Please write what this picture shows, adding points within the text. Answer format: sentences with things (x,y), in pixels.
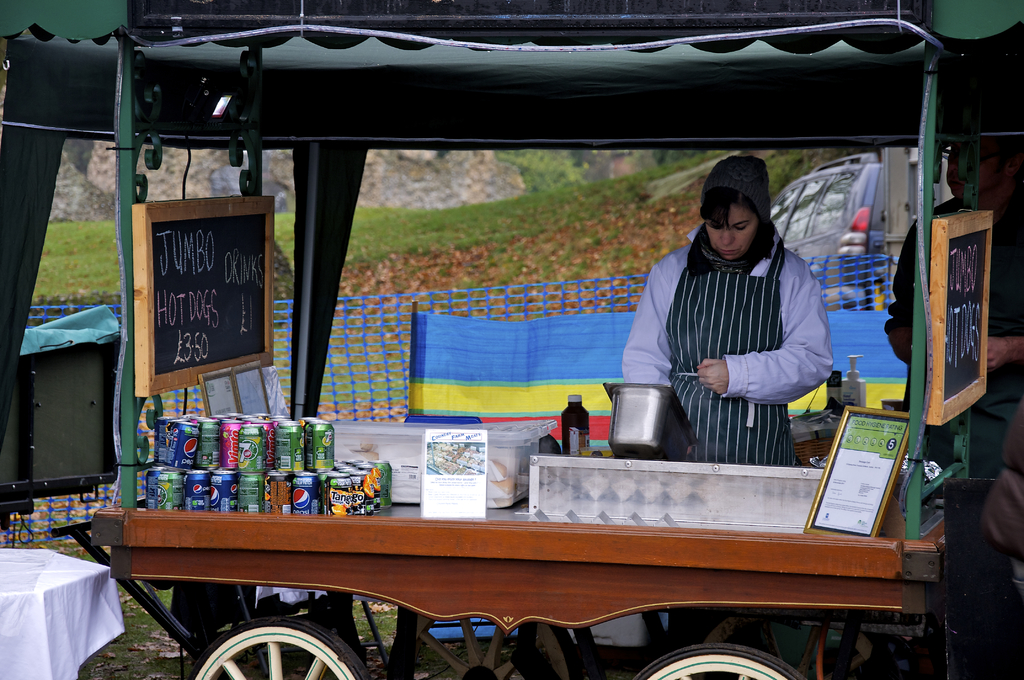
In this image in the front (558,478) there is a cart (609,546) and on the cart (911,617) there are objects (225,471) which are blue, green and red in colour and there is a board (212,302) with some text (206,300) written on it and in the center (646,363) there is a person (719,351) standing. In the background (452,303) there is a fence (430,295), there is a car (840,232) and there's grass (456,215) on the ground (459,222). On the left side (16,587) there is a table (48,625) which is covered with a white colour cloth (46,627).
